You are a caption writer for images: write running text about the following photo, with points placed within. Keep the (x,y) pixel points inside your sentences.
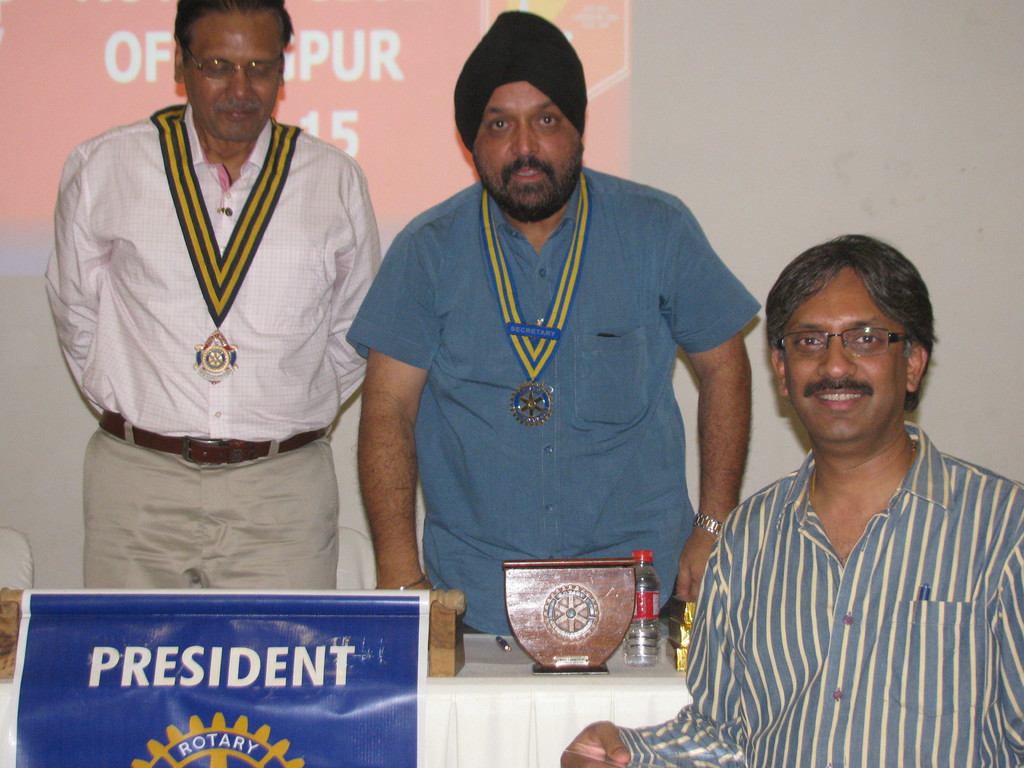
In this picture I can see two persons (285,480) are standing behind the table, on which some objects (632,590) are placed and one person (800,631) is sitting in front of the table (495,650), side there is a banner (107,720) with some text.
